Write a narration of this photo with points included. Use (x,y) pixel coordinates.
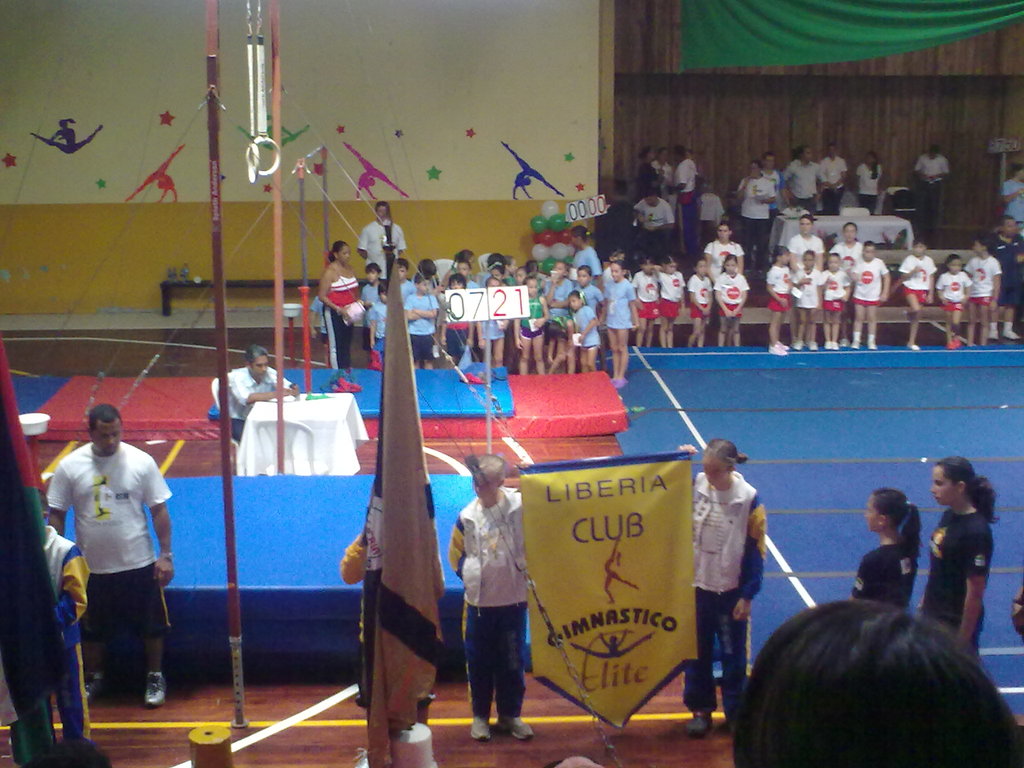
This is the picture of a place where we have some kids (482,544), among them two are holding the poster (534,528) and around there are some other people (266,374), tables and some painting (285,133) to the wall (286,117).
